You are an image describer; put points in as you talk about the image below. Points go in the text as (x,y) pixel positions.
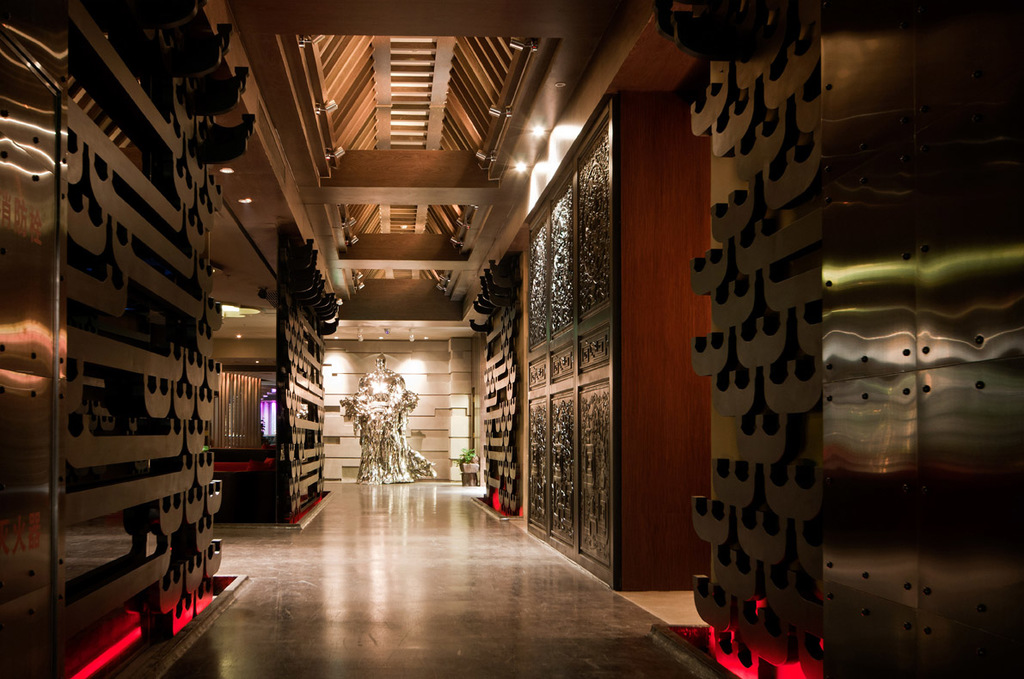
In this image, I can see a wall (191,478), doors (534,396), lights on a rooftop (406,215), house plant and some objects (279,495) on the floor (385,594). This picture might be taken in a building (432,507).
